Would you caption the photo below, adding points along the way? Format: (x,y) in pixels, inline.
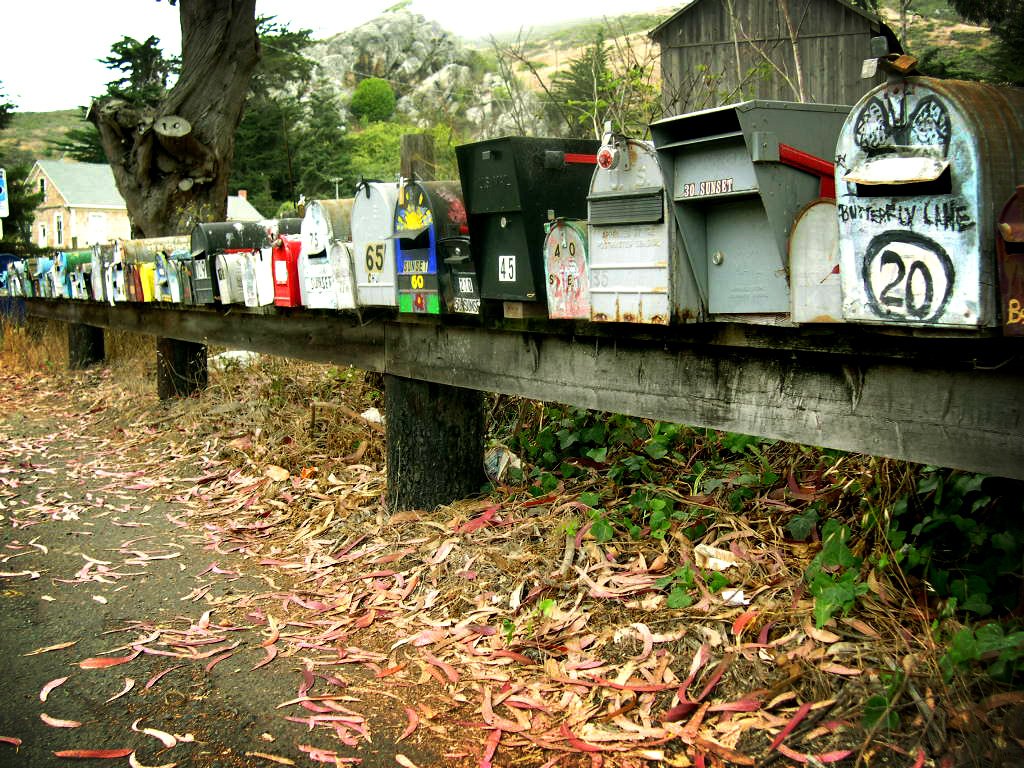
In this picture we can see some leaves (523,511) at the bottom (678,572), on the right side (926,225) there are some boxes (747,263), we can see trees (193,195) and a house (121,197) in the background (62,189), there is the sky (60,25) at the top of the picture (64,36).
